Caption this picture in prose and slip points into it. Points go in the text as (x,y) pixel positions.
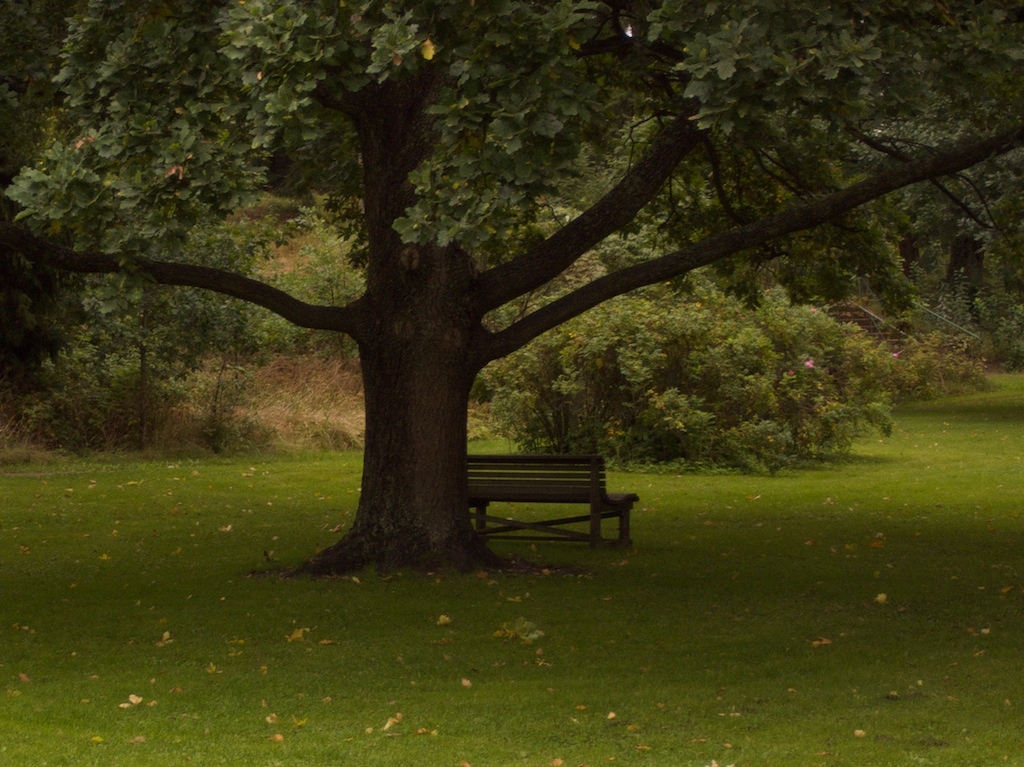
In this image I can see the grass (481,678). I can see a bench (569,486). In the background (800,273), I can see the trees (724,251).
